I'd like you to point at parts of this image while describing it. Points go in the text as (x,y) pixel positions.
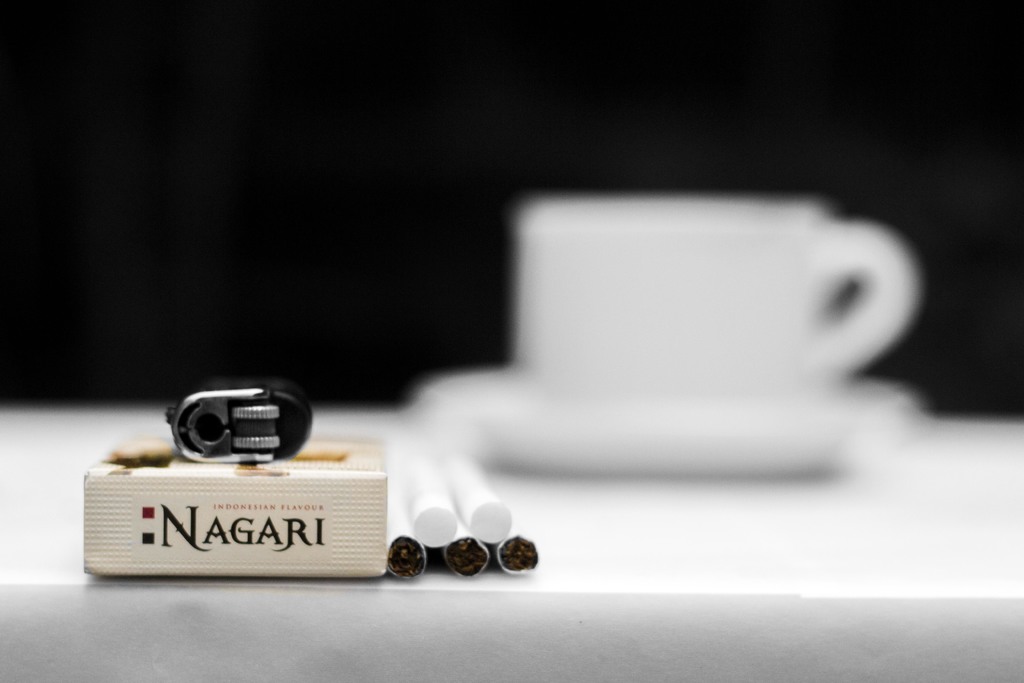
in this picture we can see a cup (627,238) and saucer (633,412), cigarettes (446,497), and lighter (251,420) and box (316,439) on the table (611,550).
